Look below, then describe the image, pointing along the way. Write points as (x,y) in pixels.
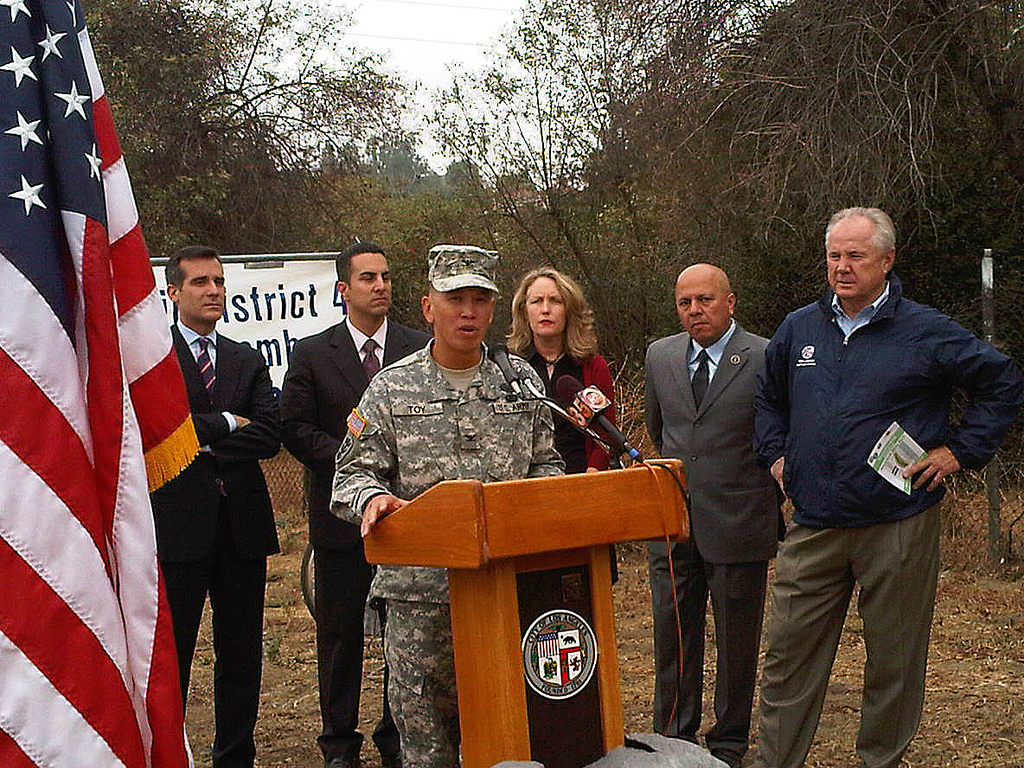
In this picture we can see a man (356,424) standing at the podium (486,695) and in front of him we can see mics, flag (135,458), stones (660,750) and at the back of him we can see five people (908,718) standing on the ground (927,763) and in the background (310,293) we can see a banner (300,283), fence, trees (268,183) and the sky (419,92).
